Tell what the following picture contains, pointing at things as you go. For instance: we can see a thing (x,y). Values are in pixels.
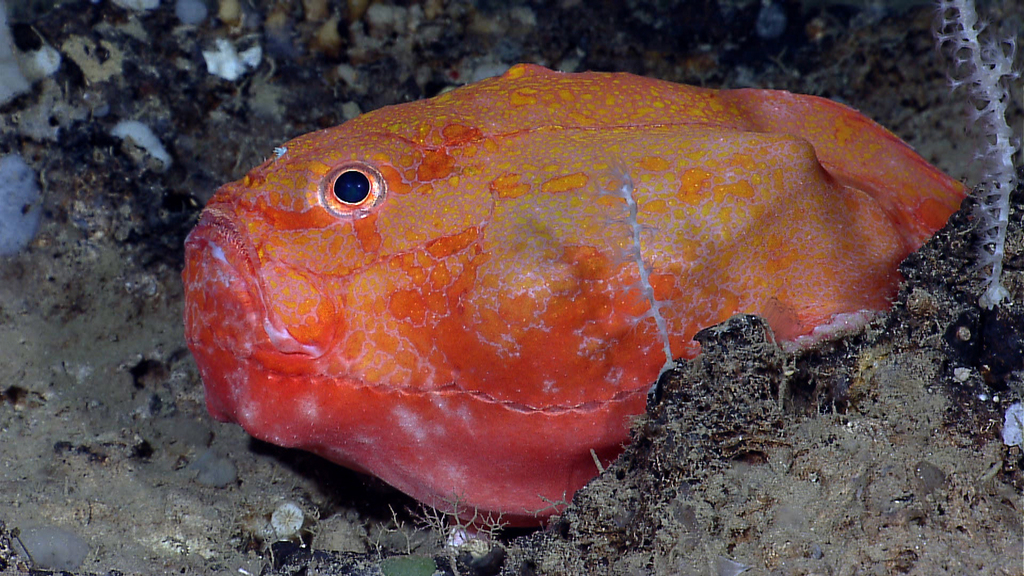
In this image I can see a fish (506,379) which is in orange and yellow color. I can see a grey and black color surface (816,450).
